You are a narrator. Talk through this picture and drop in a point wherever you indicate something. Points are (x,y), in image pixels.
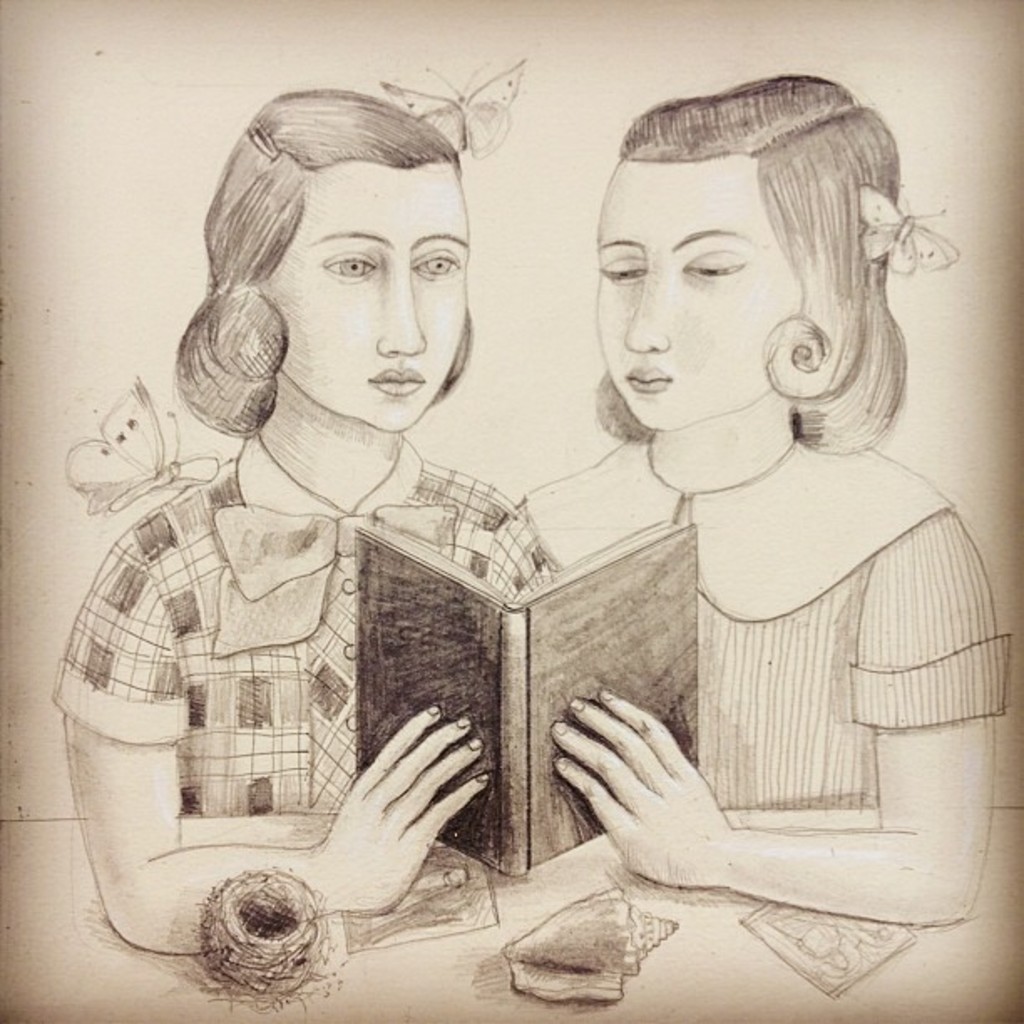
In this image I can see the drawing (384,570) of two persons (322,562) are sitting and holding a book (522,680). I can see a table (453,996) and on it I can see few objects (324,906). I can see few butterflies (117,444).
